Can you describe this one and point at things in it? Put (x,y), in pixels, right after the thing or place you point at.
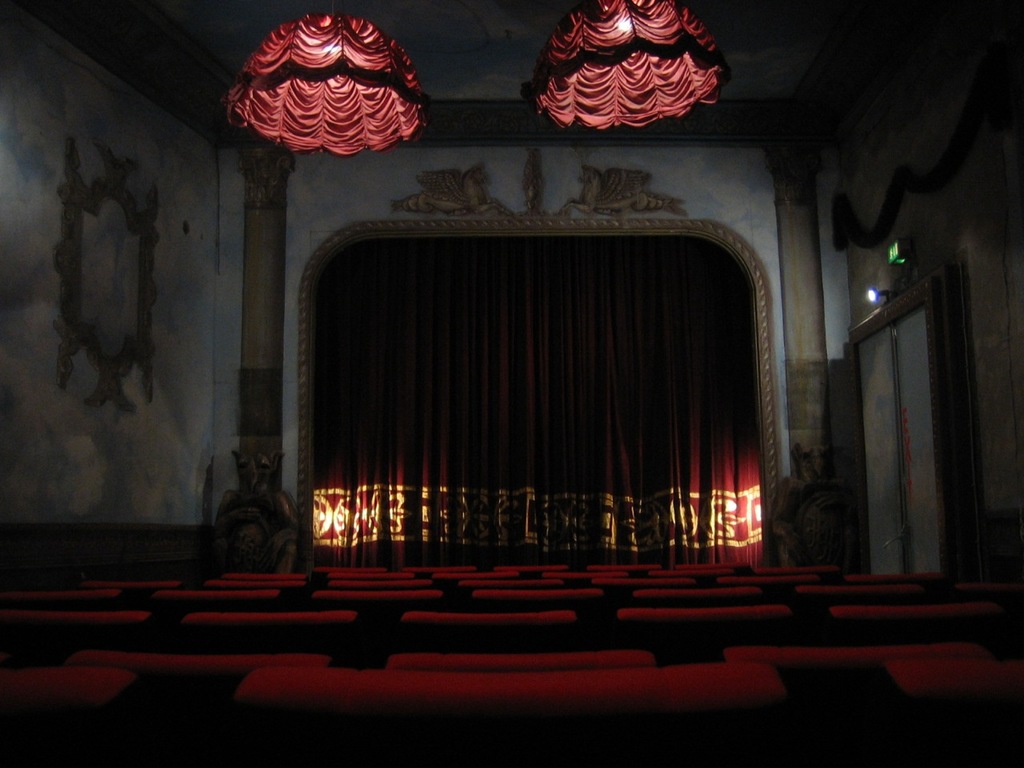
In this image we can see few chairs (440,614), a curtain (457,406), wall (658,185) with design (616,177), pillars (792,285) on both the sides and there are lights (364,84) covered with clothes (359,100) on the top (642,75) and there is a door (899,417) and a light (879,298) above the door (889,383) on the right side (890,317).
